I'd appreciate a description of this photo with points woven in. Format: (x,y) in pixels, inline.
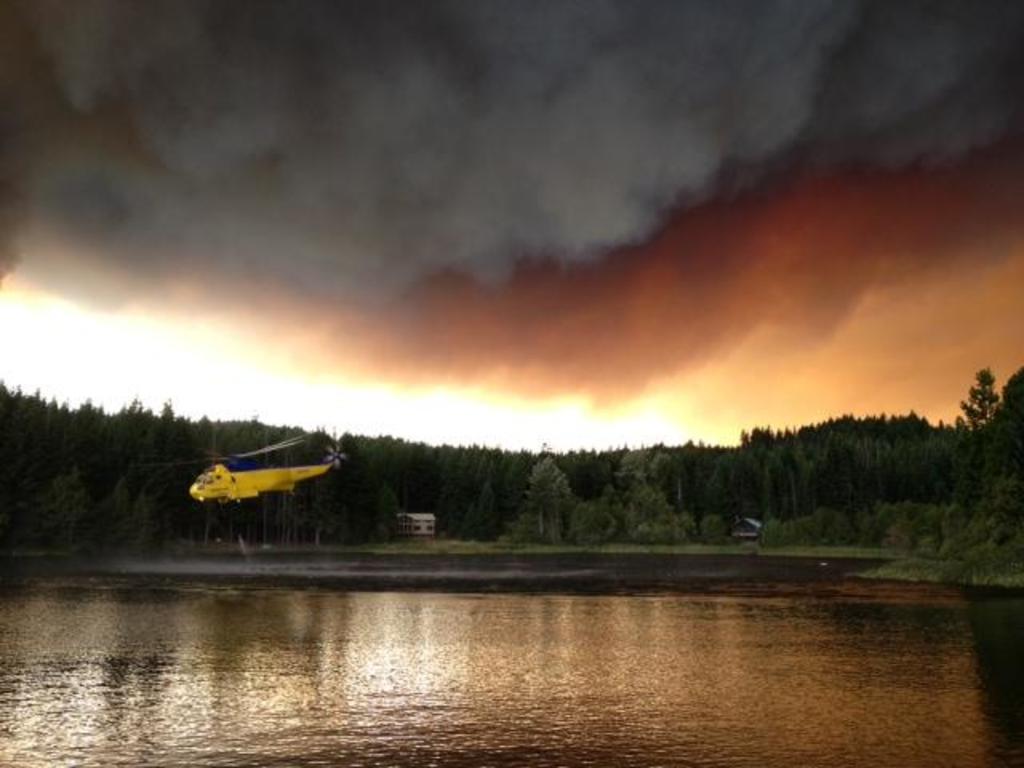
In this picture there is water (252,615) and there is a yellow color helicopter (250,474) above it and there are trees (642,513) and a building (410,523) in the background (510,489) and there is smoke (351,165) above it.
